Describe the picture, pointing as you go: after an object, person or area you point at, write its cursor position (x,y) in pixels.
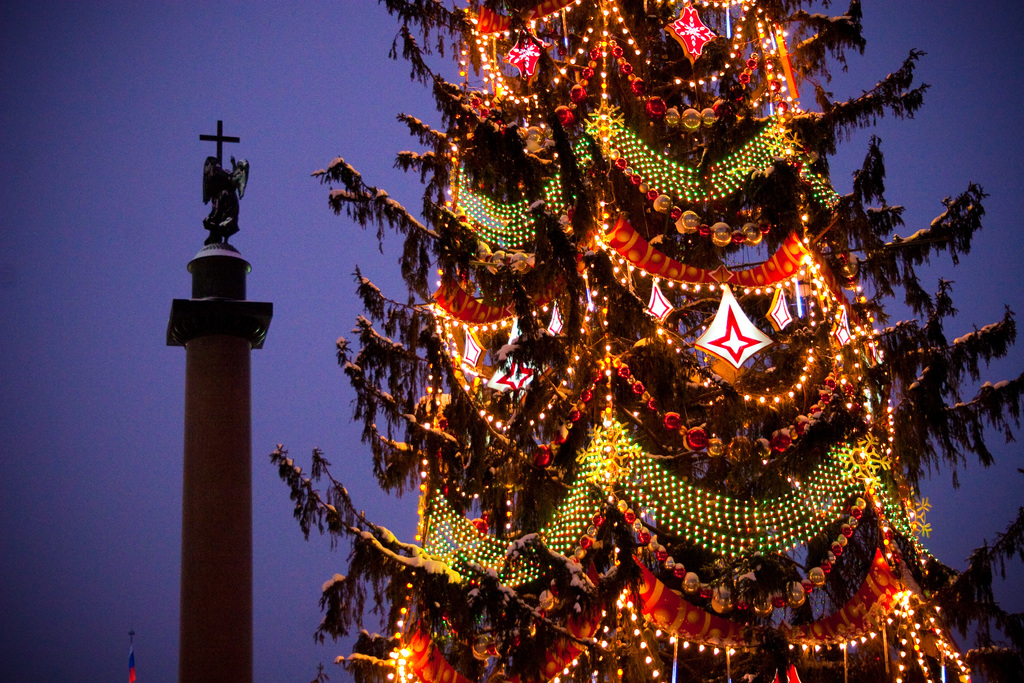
Right side of the image (733,408) there is a Christmas tree (724,468) which is decorated with lights (669,493) and balls (717,450). The tree (665,401) is covered with snow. Left side (218,659) there is a pillar (205,456) having a statue (240,192) on it. Background (250,204) there is sky (967,159).
